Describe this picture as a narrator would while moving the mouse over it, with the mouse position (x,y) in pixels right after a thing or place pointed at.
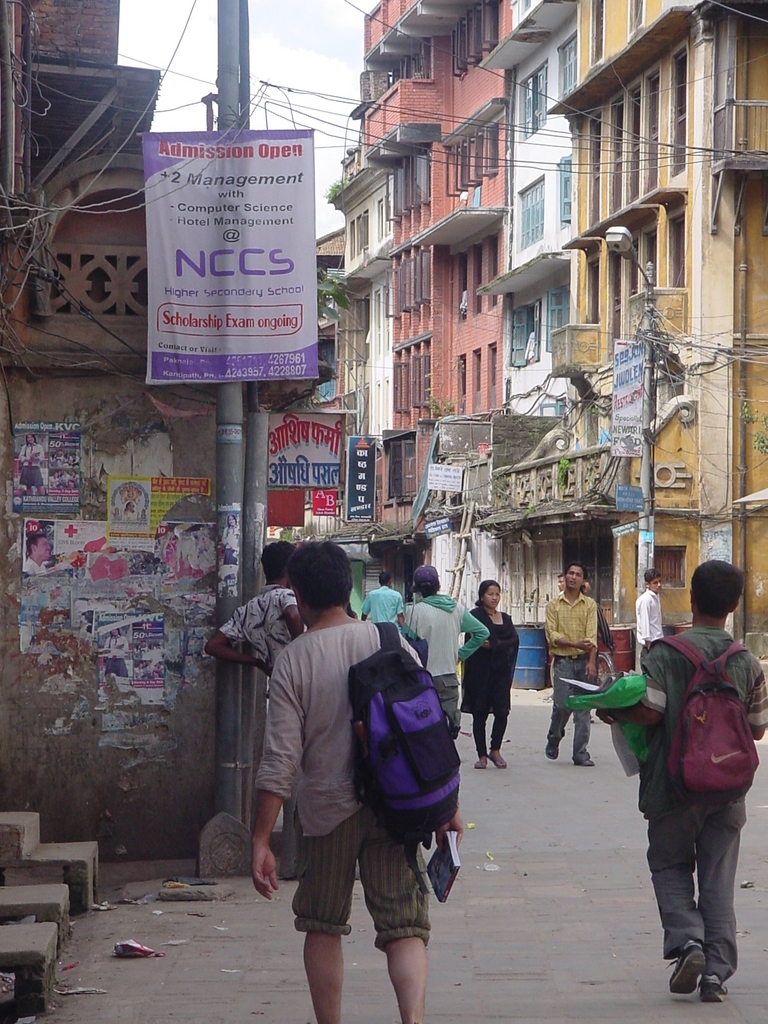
In this image in the middle (349,652), there is a man (332,732), he wears a t shirt (349,773), trouser (383,898), handbag (374,743), he is walking. On the right (723,827) there is a man (711,822), he wears a shirt (675,660), trouser (710,861), shoes (721,983) and bag (704,737), he is walking. In the background (557,673) there are people (458,617), buildings (355,386), posters (258,229), electric poles (249,693), windows (477,385), streetlights (613,237), cables (711,362) and sky (301,65).
